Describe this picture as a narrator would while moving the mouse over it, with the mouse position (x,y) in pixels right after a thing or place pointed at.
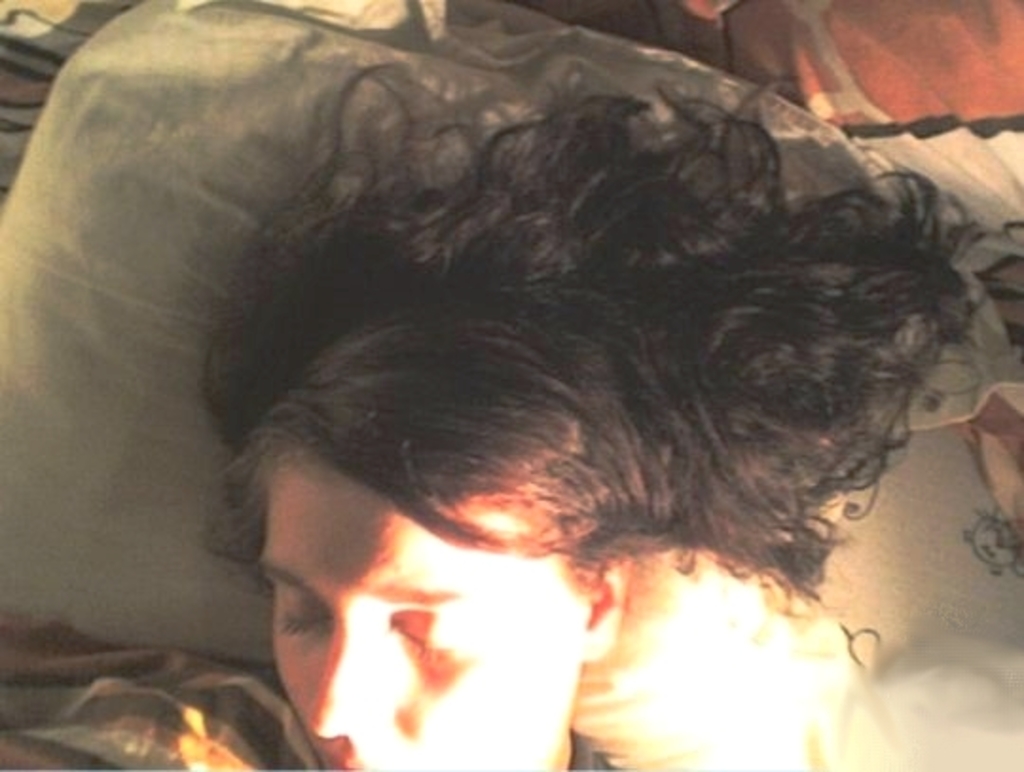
In this image I can see a person (432,652) is sleeping. Under the head (334,500) there is a pillow (142,319) which is in white color. On the top I can see a cloth (882,49).
